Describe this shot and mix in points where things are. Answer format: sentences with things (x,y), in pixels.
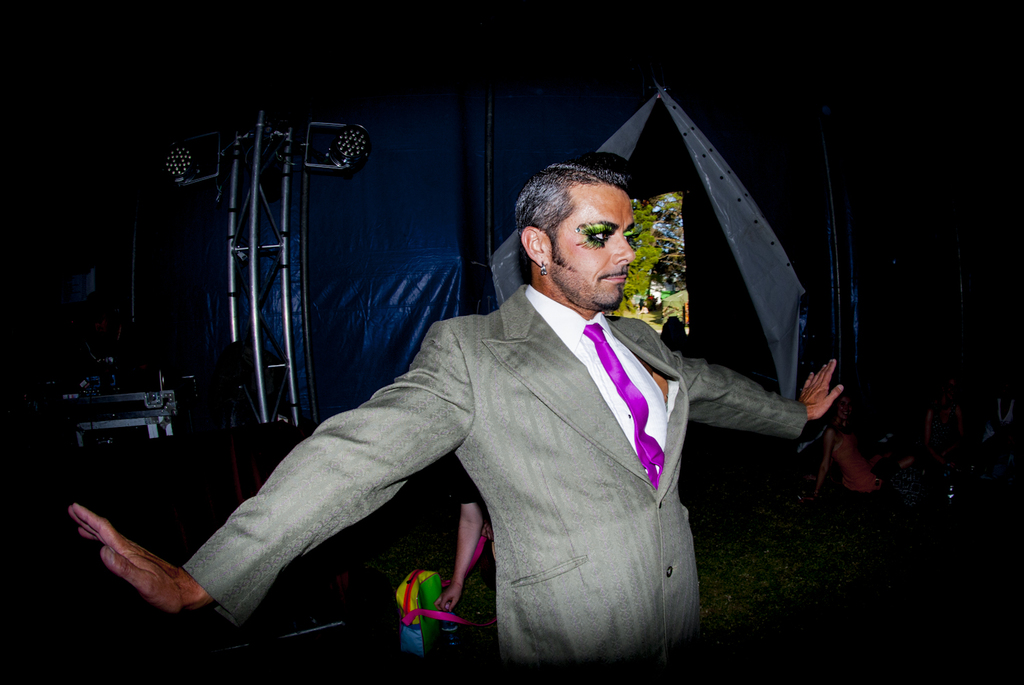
In this image there is a man (611,494) in the middle (564,437) who is raising his hands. There is a paint (604,228) to his eyes (595,246). He is in the tent (483,185). In the background (258,195) there is a stand (251,195) to which there are two lights (343,151). Beside the stand (234,188) there are two boxes (139,405) one above the other. On the ground (378,665) there is a bag (420,619) and a bottle (450,624). On the right side (892,470) there are few people (887,477) sitting on the ground (852,565). In the background (660,236) we can see the trees (652,262) from the entrance (655,255) of the tent (701,246).
